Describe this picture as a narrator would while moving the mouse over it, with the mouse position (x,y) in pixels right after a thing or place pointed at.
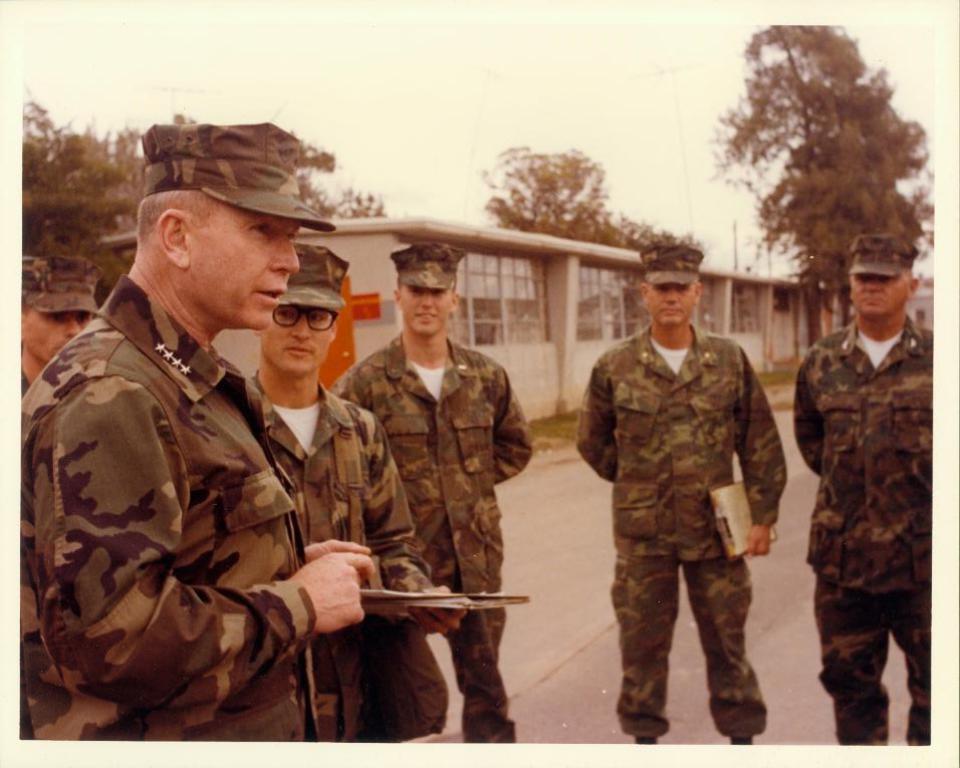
In this picture we can see some people (423,503) standing here, they wore caps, this person (756,522) is holding a book (740,545), in the background (816,233) there are trees (790,188), we can see a house (589,302) here, there is the sky (633,167) at the top of the picture (706,240).
